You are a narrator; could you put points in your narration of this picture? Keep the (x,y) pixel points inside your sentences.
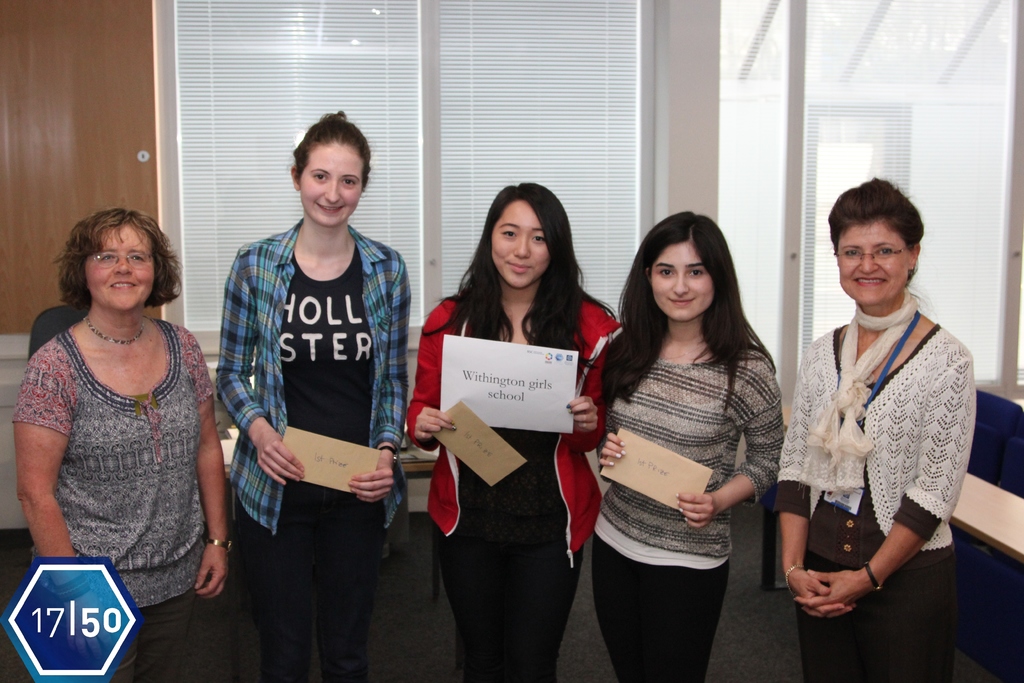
This image is taken indoors. In the background (102,161) there is door (105,142) and there are a few windows (448,115) with window blinds (571,99). On the right side of the image (988,566) there are chairs (1006,468) and a table (990,500). In the middle of the image (662,386) five women (589,370) are standing on the floor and three women (430,415) are holding papers (478,434) with text (346,464) on them in their hands (682,493).
